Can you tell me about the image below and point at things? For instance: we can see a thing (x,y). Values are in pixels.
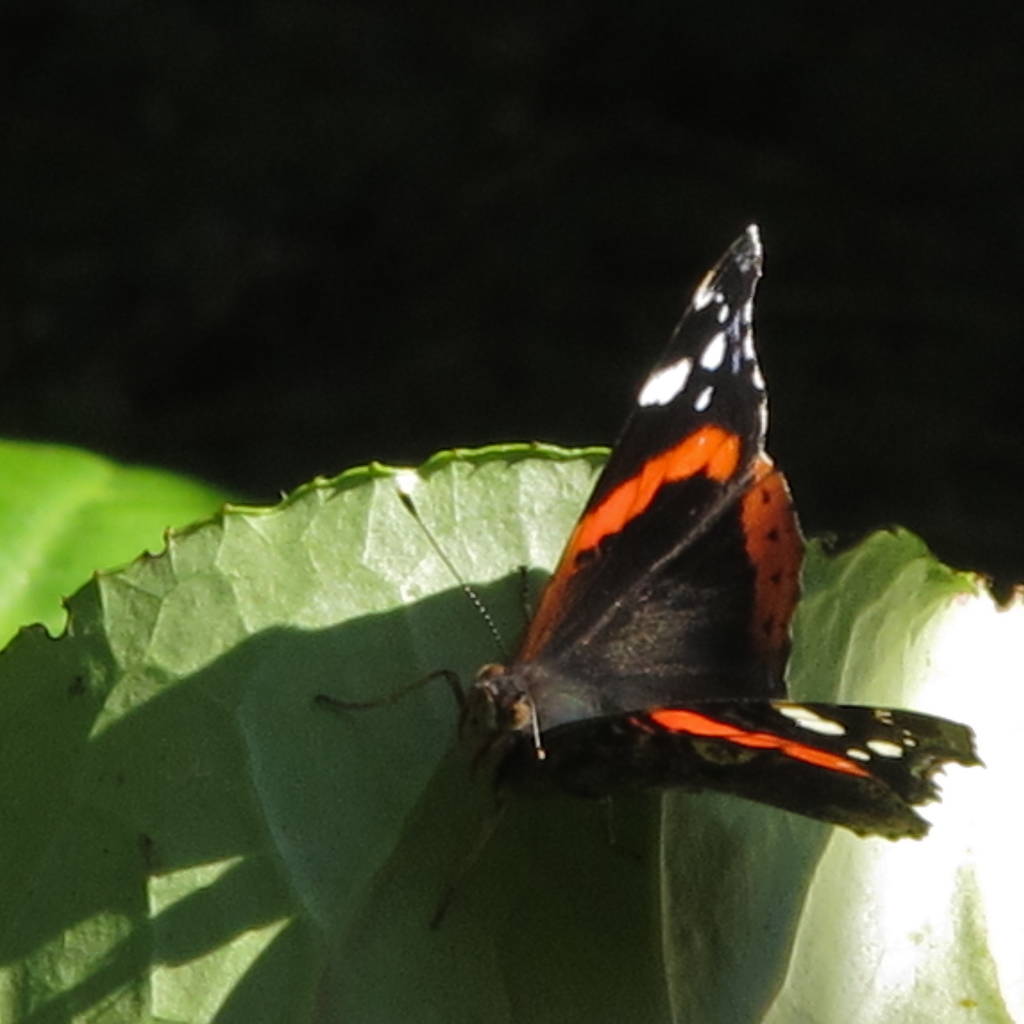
In this image we can see two leaves (54,593), one butterfly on the green leaf (442,742) and at the top (308,113) the image is dark.
